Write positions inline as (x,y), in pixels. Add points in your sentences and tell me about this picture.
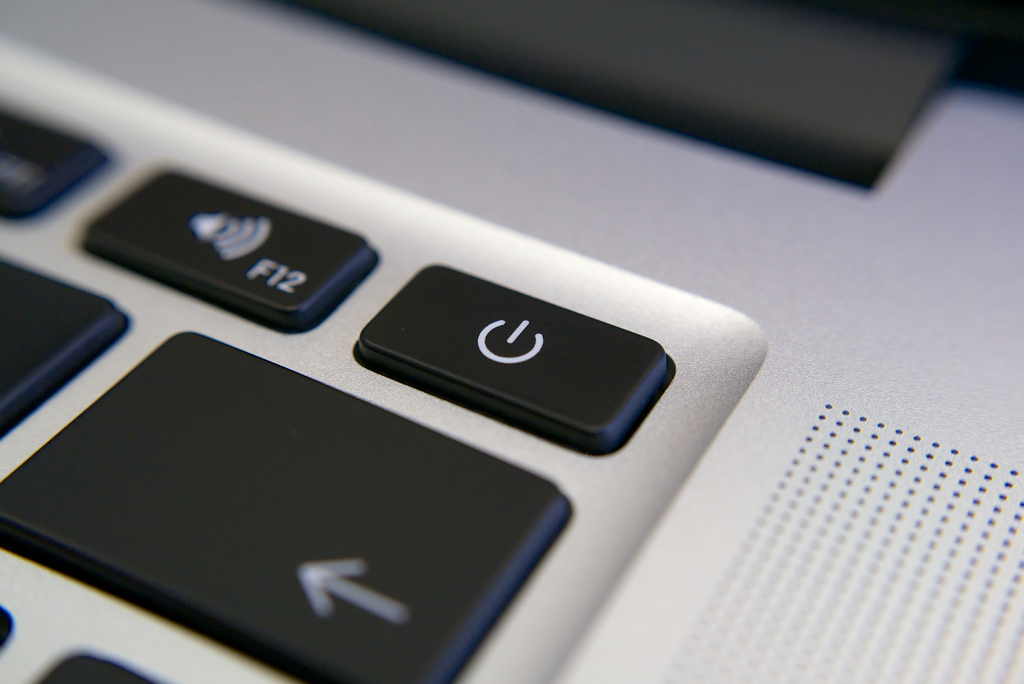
In this image we can see a keyboard (440,384).
